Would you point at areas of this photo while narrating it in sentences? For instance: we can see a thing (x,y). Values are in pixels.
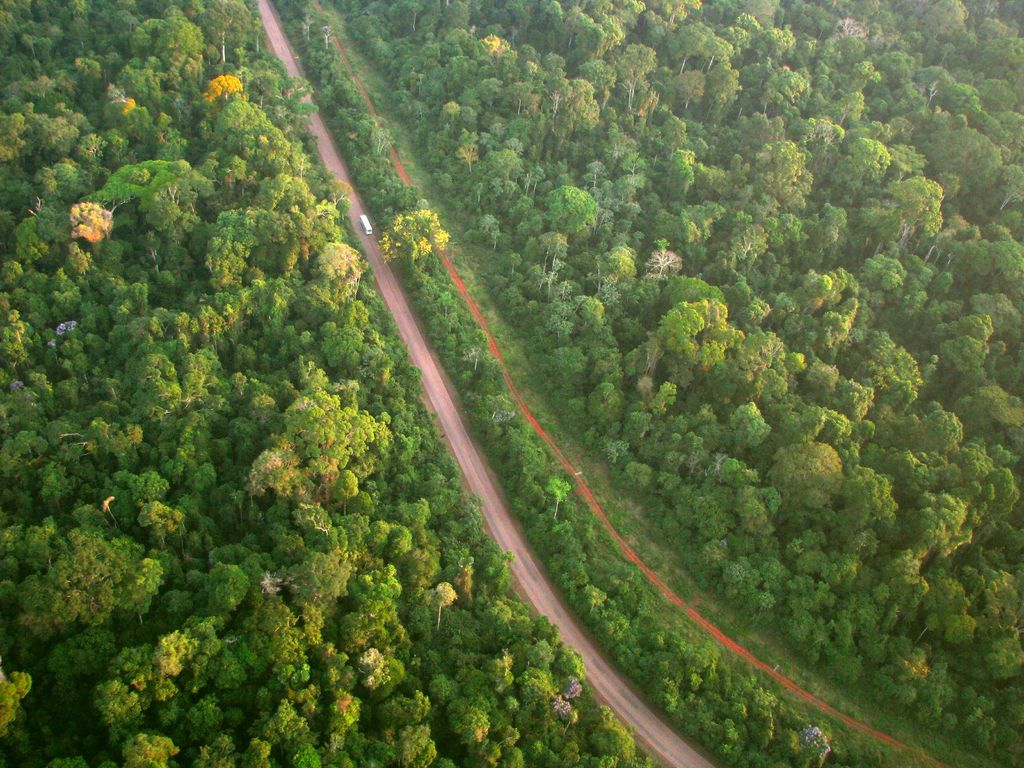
In this image I can see a road (373,242) in the centre (399,331) and on it I can see a white colour vehicle (366,227). On the both sides of the road (398,318) I can see number of trees (123,231).
